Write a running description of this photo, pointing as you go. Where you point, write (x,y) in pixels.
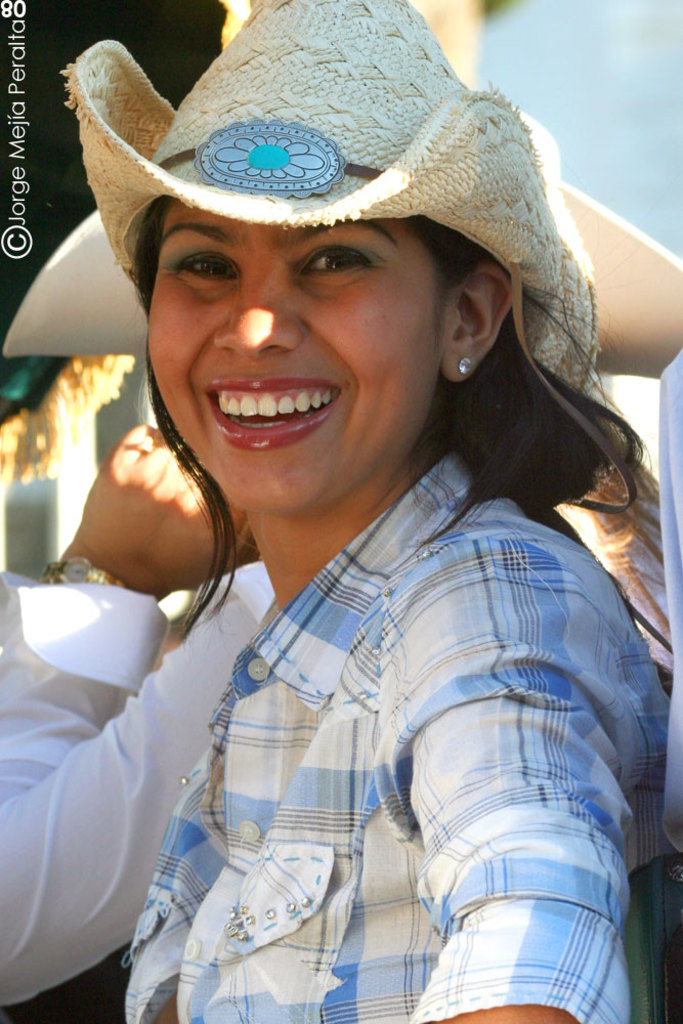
In the image we can see there is a woman (415,539) standing and smiling. She is wearing hat (355,16) and behind there is another person (168,682) standing.
